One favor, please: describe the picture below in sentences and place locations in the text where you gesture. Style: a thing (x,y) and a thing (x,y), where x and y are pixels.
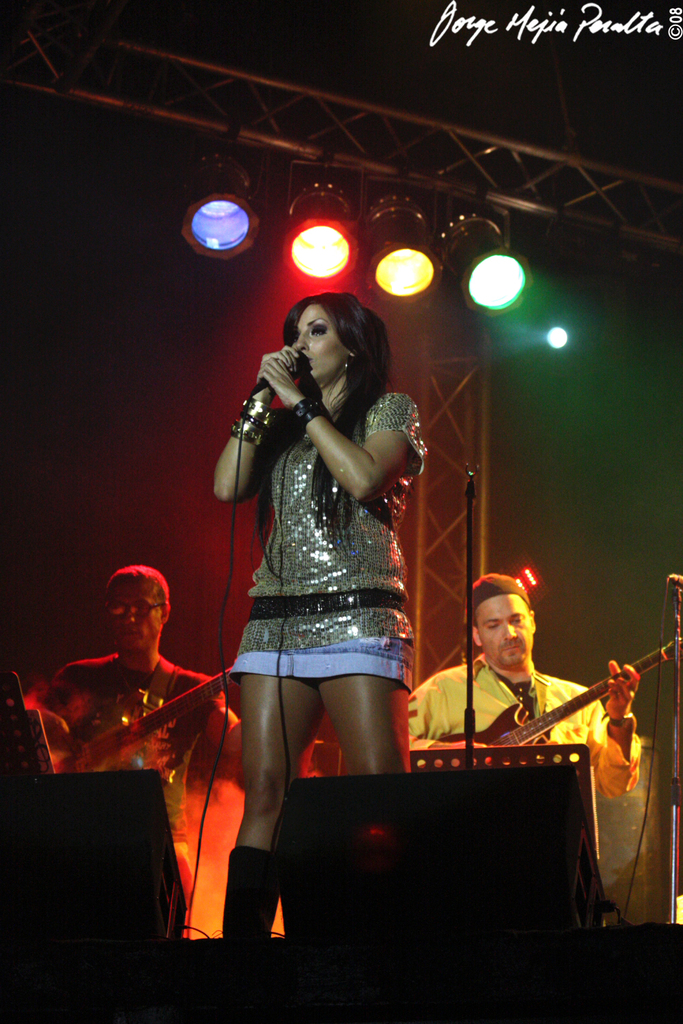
In this image, we can see woman (321,545) is holding a microphone (260,384). And the background (487,667), we can see 2 mens (192,676) are playing a guitar (514,715). Here we can see rods (341,119), lights (500,291).
